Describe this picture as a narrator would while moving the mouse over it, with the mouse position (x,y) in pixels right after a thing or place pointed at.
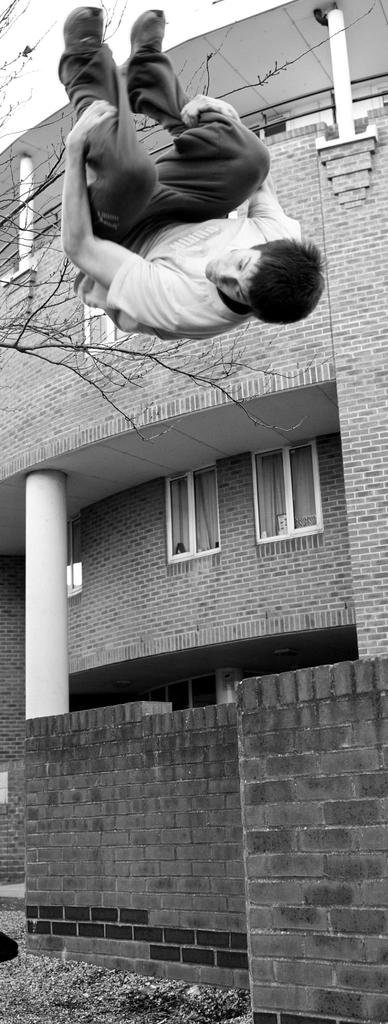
In the image we can see there is a man (163,198) jumping in the air and there is a wall (203,940) made up of bricks (219,899). Behind there is a building (168,436) and there are windows (213,523) on the building (169,598). The wall (110,385) of the building (128,558) is made up of bricks (138,533) and the image is in black and white colour.
